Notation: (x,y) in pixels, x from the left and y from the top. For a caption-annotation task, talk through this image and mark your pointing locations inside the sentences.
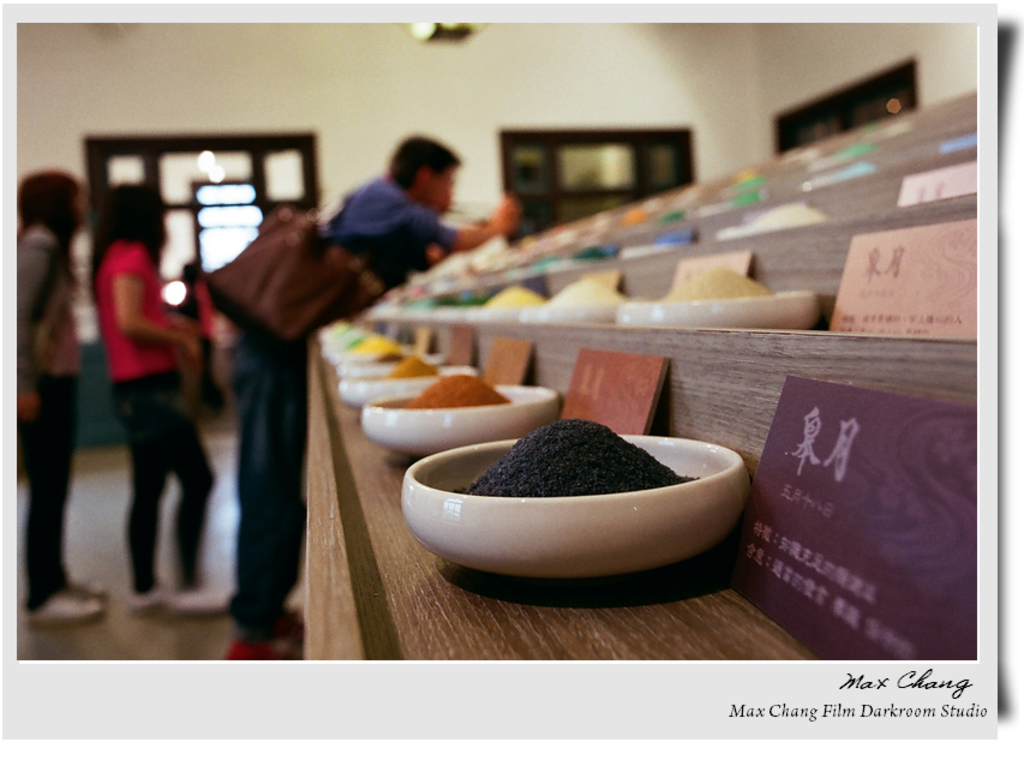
In this image there are a few bowls (517,391) with some items (568,460) arranged on the stand (533,379), there are nameplates (775,500) to each bowl (718,484), there are few people (205,334), a door (181,198), windows (593,198) and the light (457,37) attached to the wall (452,70).
